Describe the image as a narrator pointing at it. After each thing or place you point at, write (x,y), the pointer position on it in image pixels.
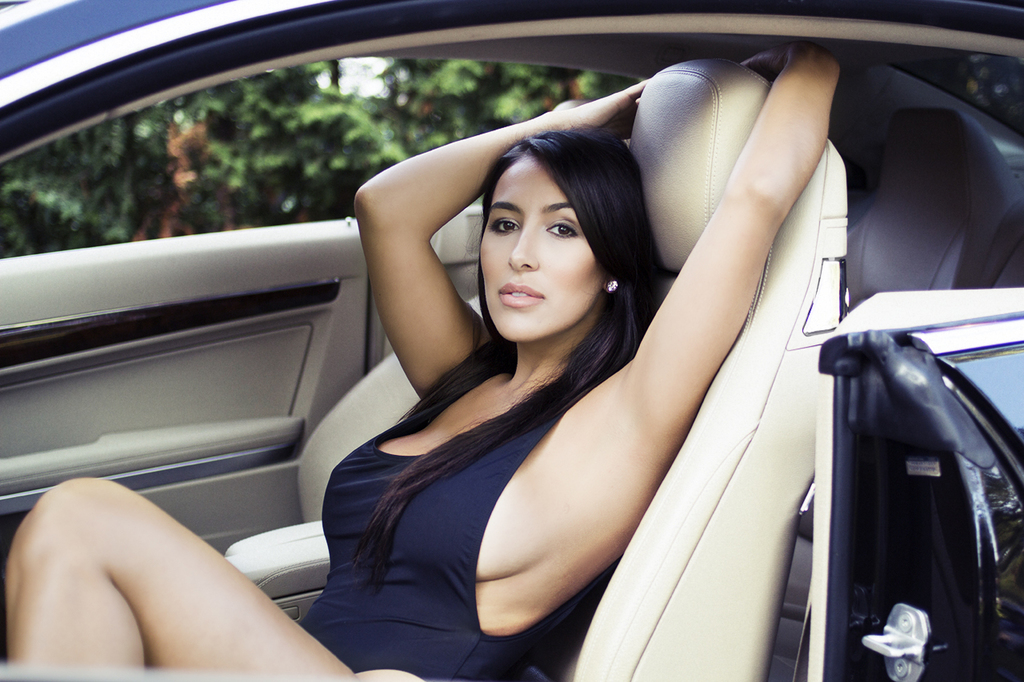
In this image there is a woman (519,303) sitting in a car (390,362), there are trees (257,140).
